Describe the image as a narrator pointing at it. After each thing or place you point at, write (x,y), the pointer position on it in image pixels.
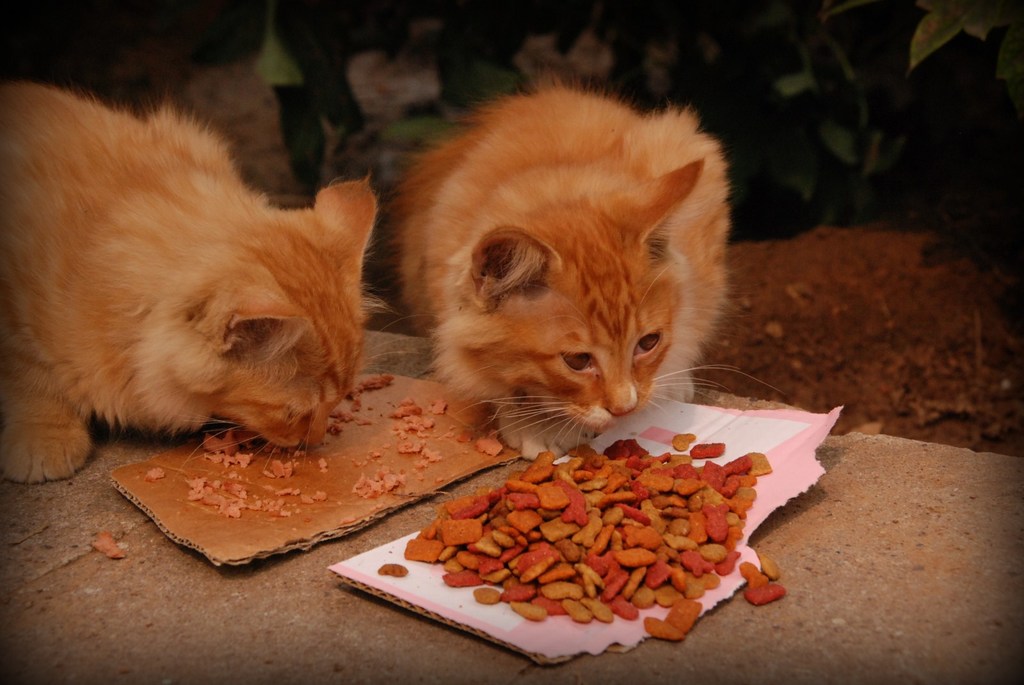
In this image I see cats (457,248) which are of orange and white in color and I see 2 cardboard (362,468) on which there is food (444,505) which is of orange and red in color and in the background (665,46) I see the leaves (786,92) and it is a bit dark and I see the path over here.
